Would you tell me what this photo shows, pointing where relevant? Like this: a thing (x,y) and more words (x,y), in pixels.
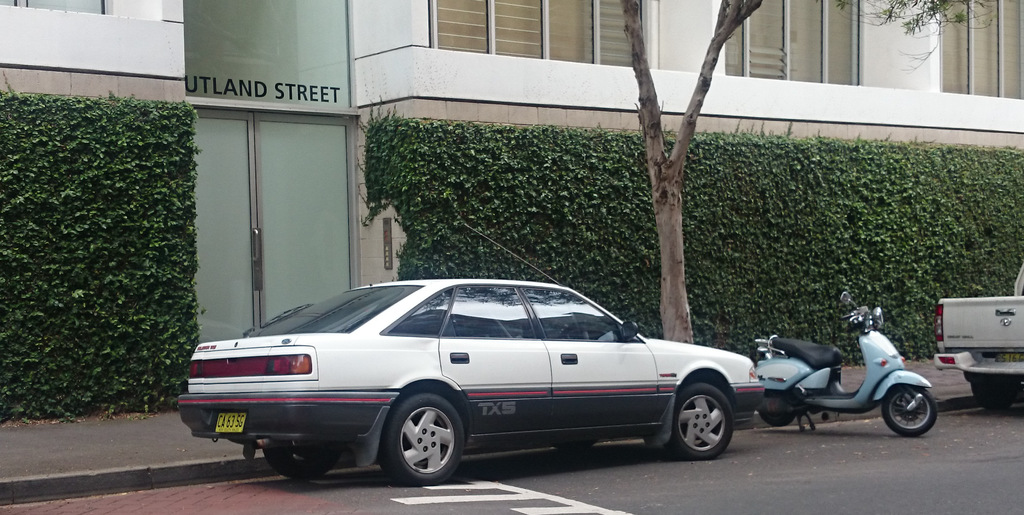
In the center of the image (493,320) we can see cars (387,399) and a bike (770,424) on the road (536,485). In the background (597,102) there is a building (419,86) and we can see a hedge (108,256) and a tree (661,253). There is a door (324,195) and windows (803,47).
